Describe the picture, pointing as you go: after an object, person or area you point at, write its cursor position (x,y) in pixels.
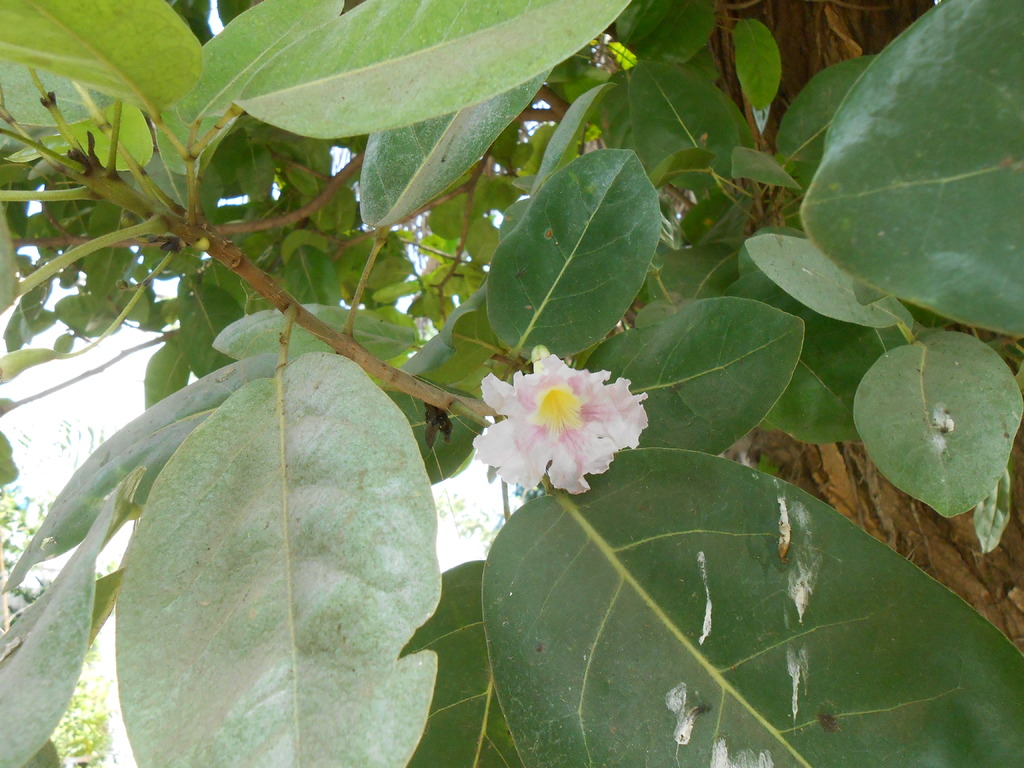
In the image there is a flower (523,423) to the branch (452,403) of a tree (439,344).
